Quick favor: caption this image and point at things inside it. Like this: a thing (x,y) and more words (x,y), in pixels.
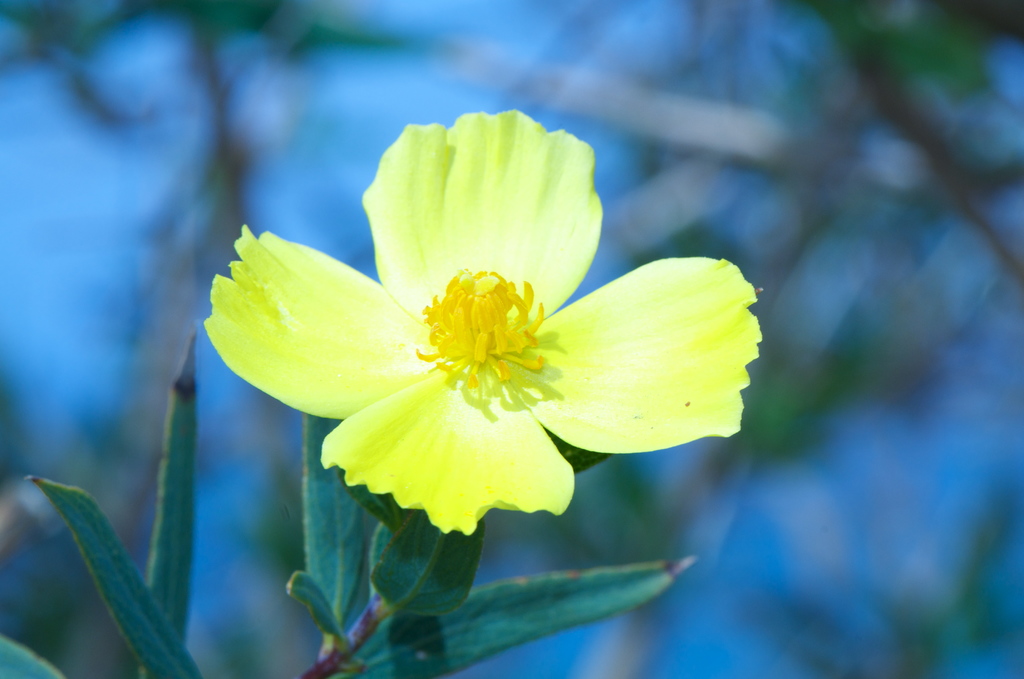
As we can see in the image there is a yellow color flower (424,311) and the background (965,31) is blurred.
